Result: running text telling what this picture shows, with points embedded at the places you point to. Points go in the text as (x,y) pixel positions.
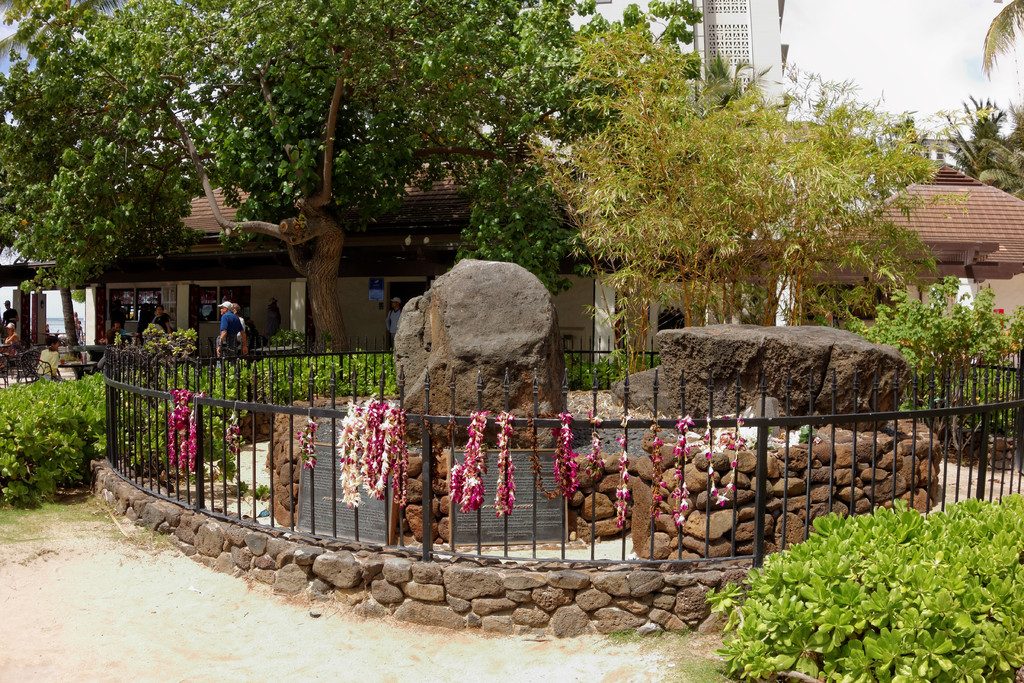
In this image, I can see the rocks (518,373), boards (532,481) and flower garlands (360,468) on the iron grilles (292,435). There are plants (76,453), trees (677,235), buildings (932,240) and a group of people (219,342). In the background (833,35), I can see the sky (948,90).
